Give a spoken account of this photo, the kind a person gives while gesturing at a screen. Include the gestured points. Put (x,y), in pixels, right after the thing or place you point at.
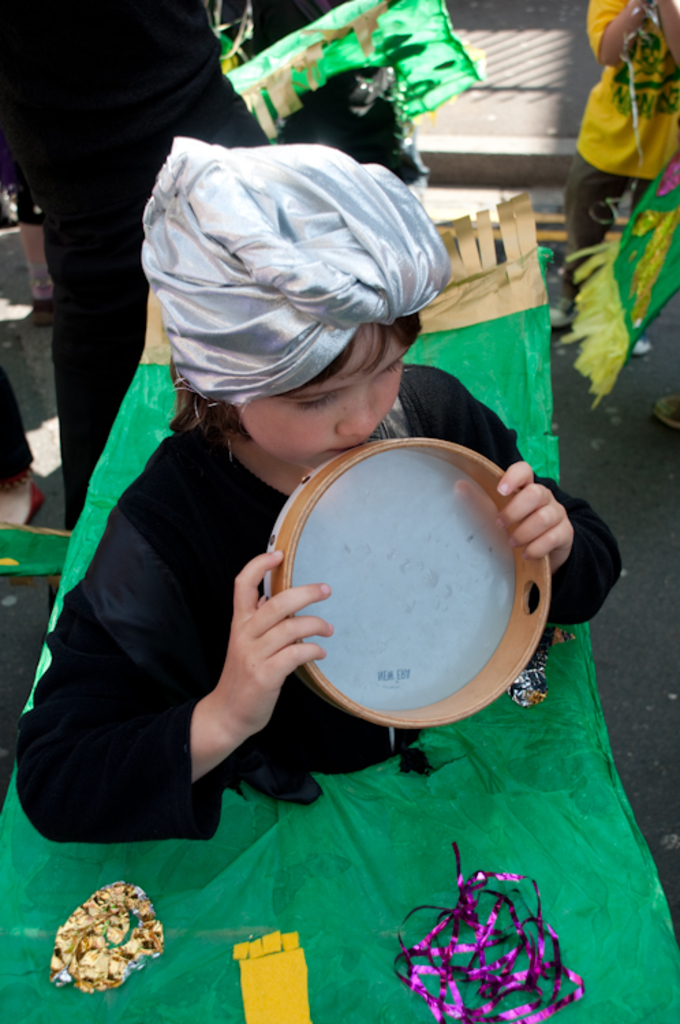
In this image there is a person (278,320) standing and holding a tambourine (351,507), and there are decorative items (506,354) and group of people (202,84) standing.
